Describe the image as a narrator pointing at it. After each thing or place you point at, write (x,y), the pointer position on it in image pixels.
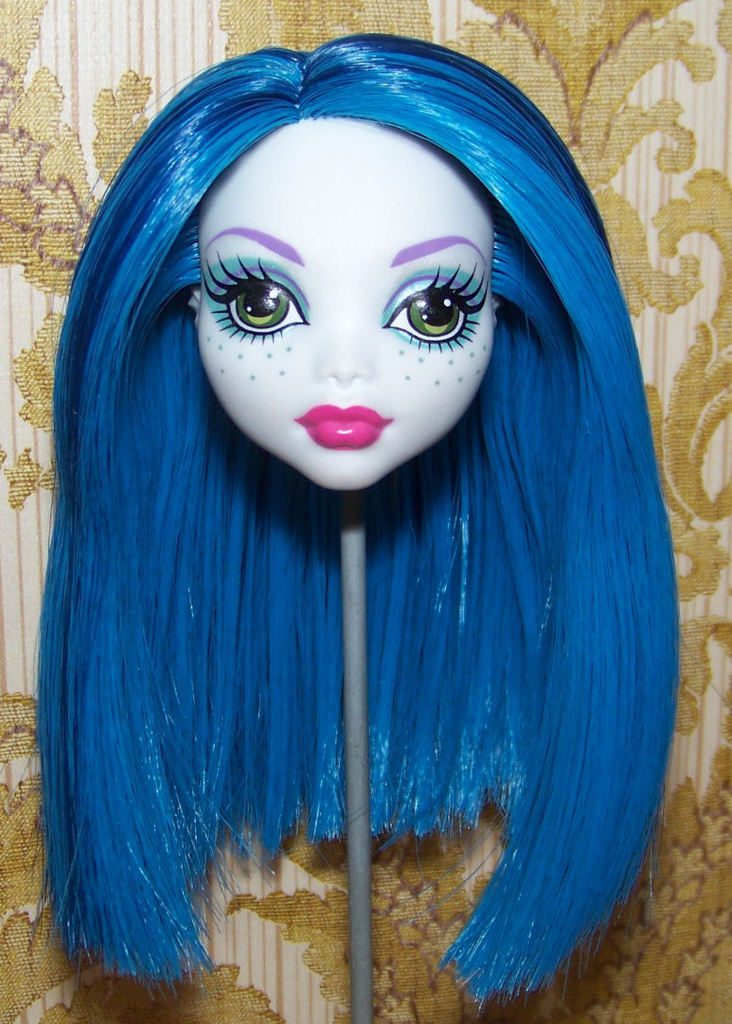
In this image I see a grey color thing (345,701) on which there is a doll face (263,215) and I see the hair (174,343) which is of blue in color and in the background (288,43) I see designs (661,318) which is of cream in color.
